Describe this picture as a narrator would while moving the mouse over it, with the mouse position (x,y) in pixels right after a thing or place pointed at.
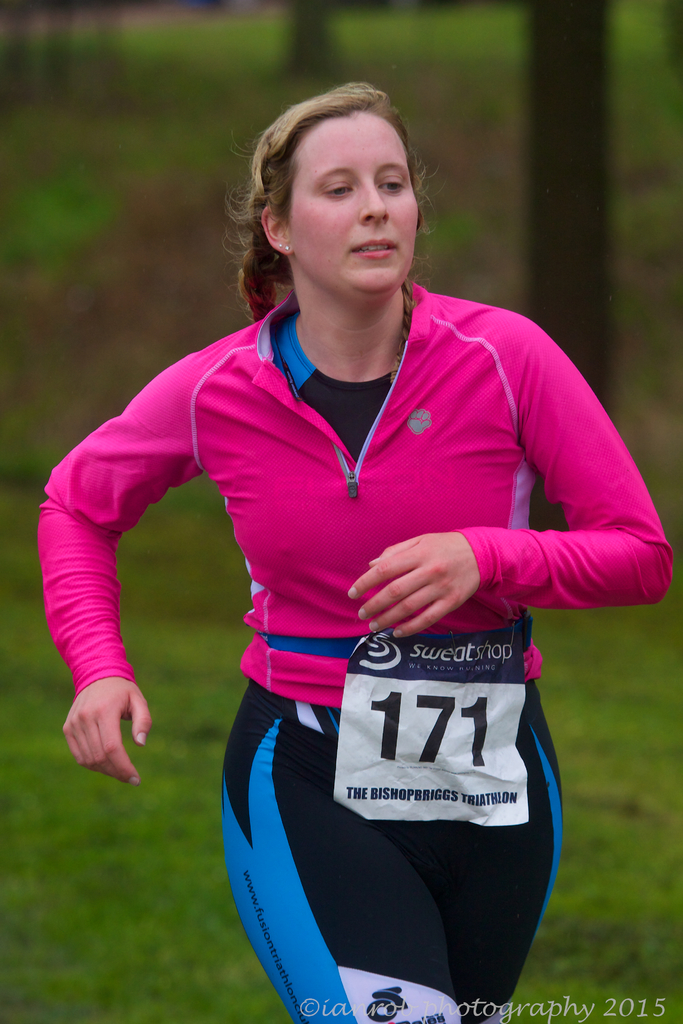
In the picture we can see a woman (301,958). There is a blur background (101,965) with greenery (21,995).
